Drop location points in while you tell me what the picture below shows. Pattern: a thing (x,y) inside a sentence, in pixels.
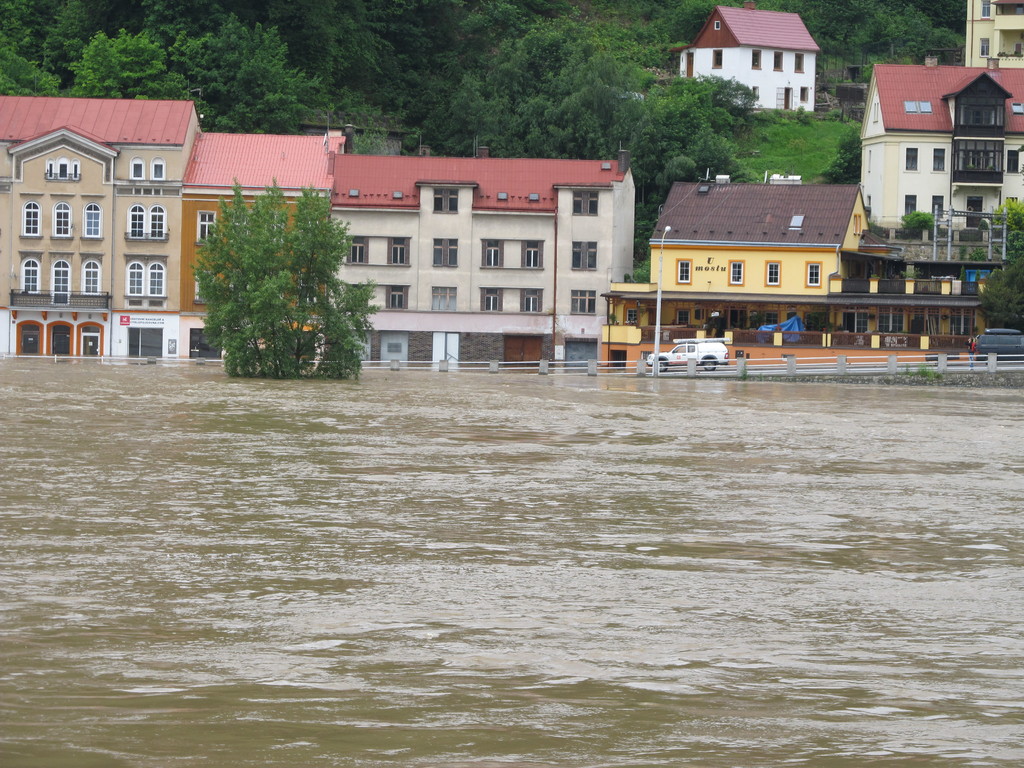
As we can see in the image there are buildings (594,232), trees (241,219), water (566,523) and vehicles (680,359).
